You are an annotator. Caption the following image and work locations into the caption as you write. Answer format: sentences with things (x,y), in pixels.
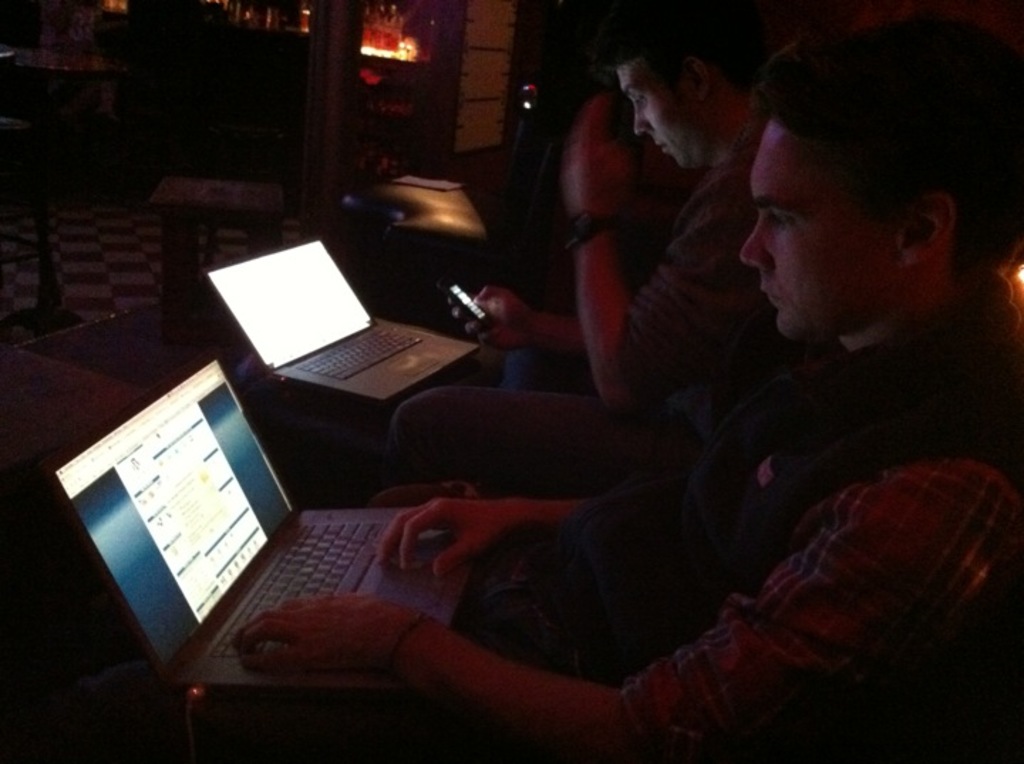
In this image there are two persons (724,554) who are sitting and they are looking into laptops (242,497) and one person (478,330) is holding a phone (461,297). In the background (435,215) there are some chairs (435,215), pillar (344,93), pole (317,52) and some other objects (112,66).
